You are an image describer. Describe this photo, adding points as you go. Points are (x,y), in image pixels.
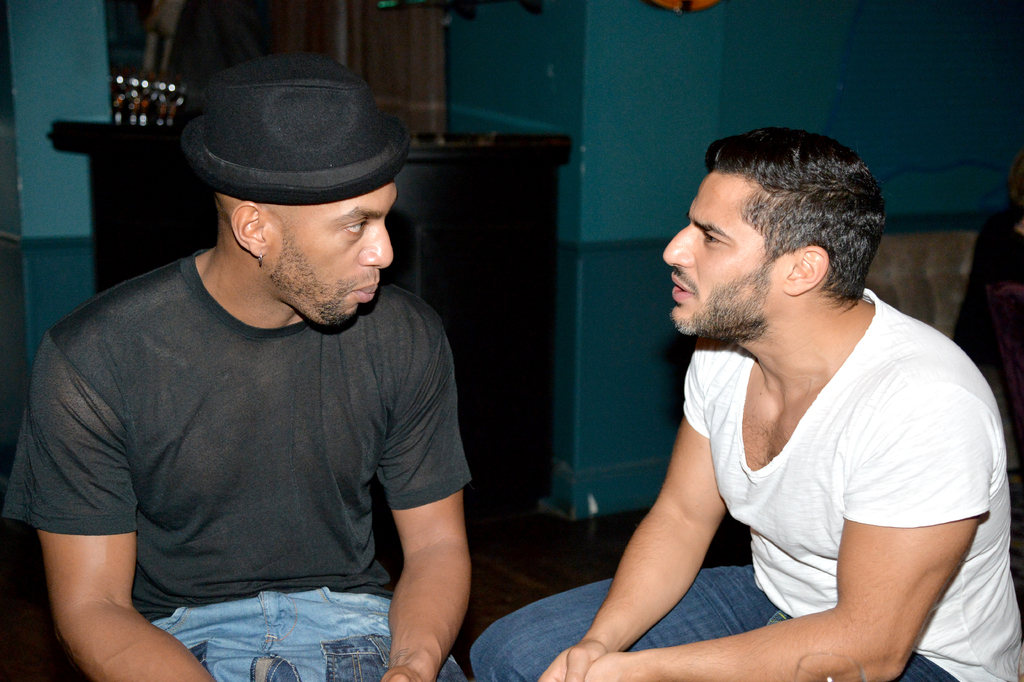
In this image I can see two people (334,463) with white, black and blue color dresses (319,557). In the background (430,170) I can see the table (434,185) and the blue color wall (651,132).
